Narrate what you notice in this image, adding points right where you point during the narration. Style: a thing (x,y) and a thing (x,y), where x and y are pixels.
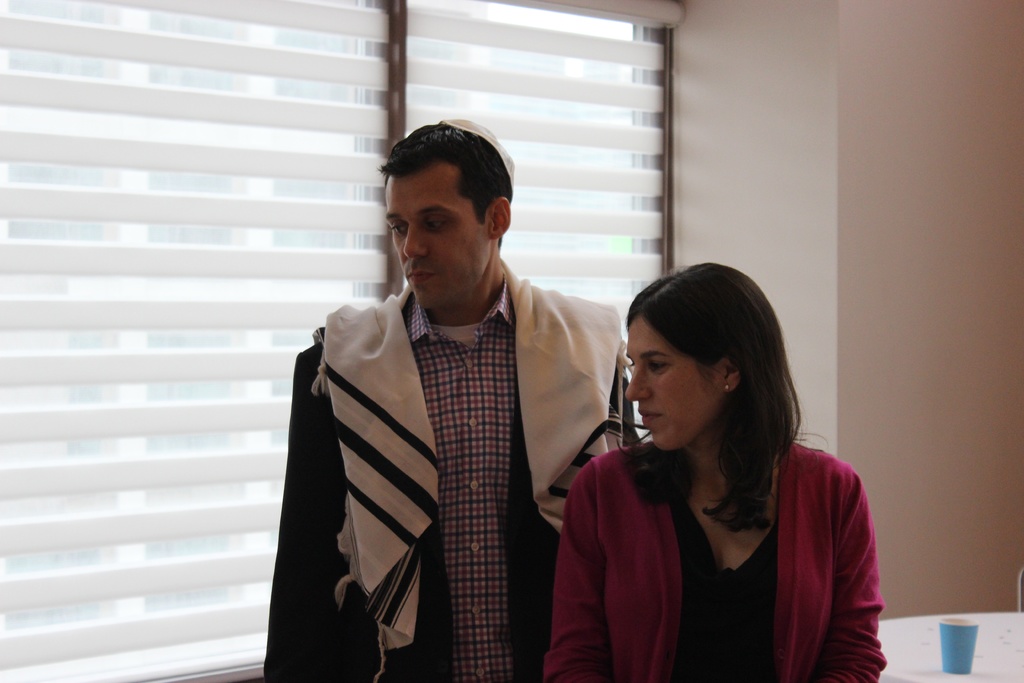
In this image we can see a man (504,374) and woman (668,561) and there is a cloth (539,467) on the man's shoulders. In the background (280,261) we can see window (316,155), wall (836,163) and a cup (954,637) on the table (933,623).
